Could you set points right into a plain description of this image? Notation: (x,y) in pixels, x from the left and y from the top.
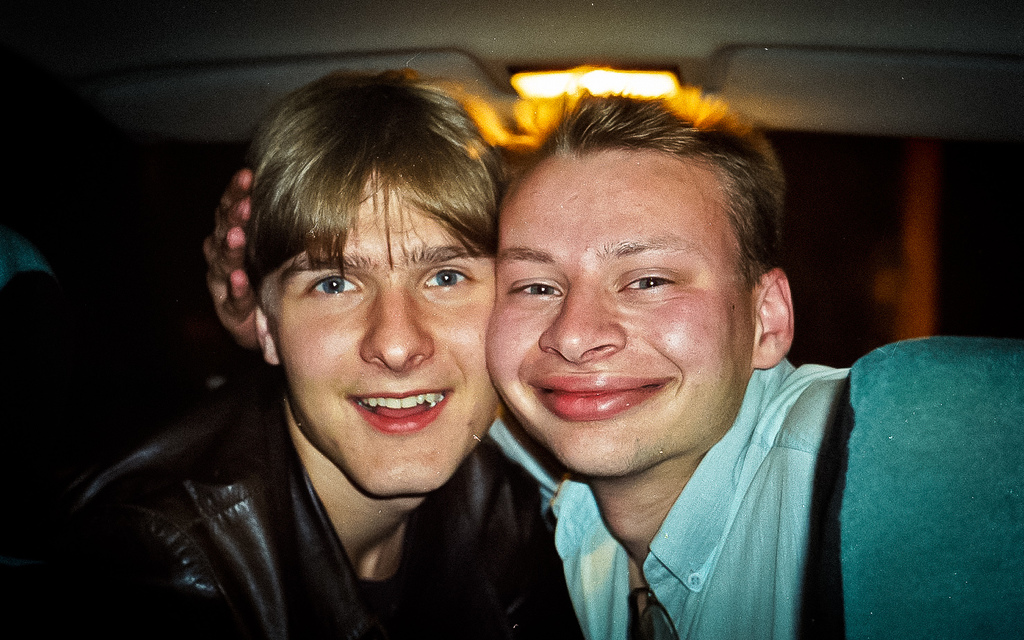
This image consist of two persons (550,385). There is light (607,96) at the top (492,127). They are smiling. One is wearing a blue shirt (610,589), another one is wearing a black shirt (379,599).
